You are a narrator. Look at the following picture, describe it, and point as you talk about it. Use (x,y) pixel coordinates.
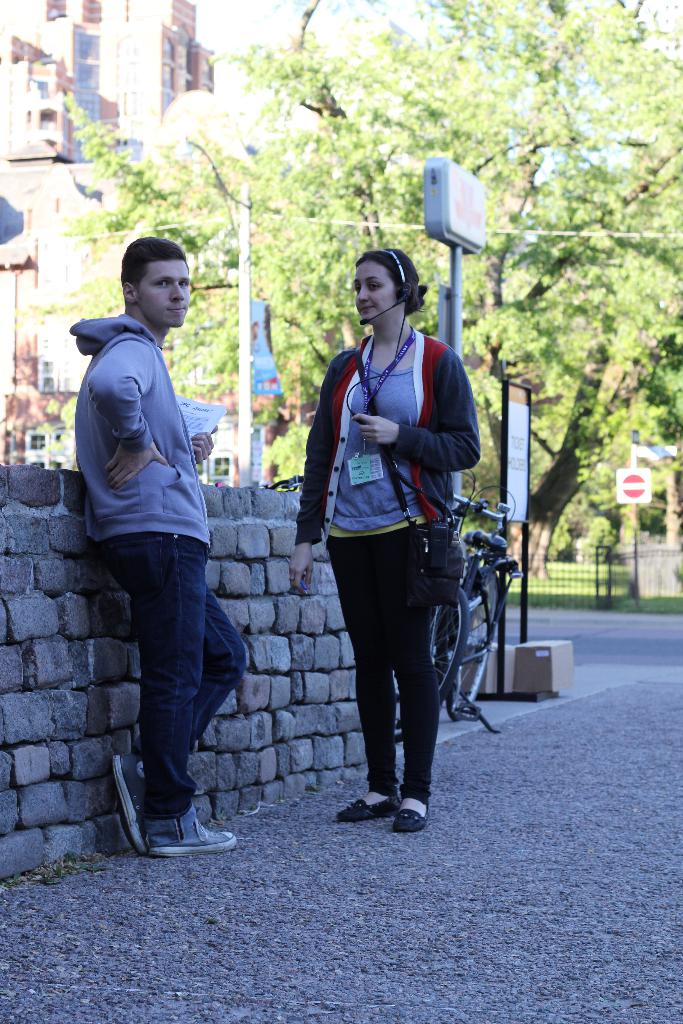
In this picture there is a woman (416,695) who is wearing jacket (426,358), t-shirt (392,385), shoe (382,804) and headphones (393,251). She is holding a cable (351,414) and purse (396,496). In front of her there is a man (167,572). He is standing near to the stone wall (62,615). Backside of them there is a bicycle (500,553) near to the board (524,489) and pole (460,267). In the background (517,337) we can see buildings (35,280), trees (623,278), street lights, sign board (641,475), fencing (609,575) and grass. At the top (607,3) there is a sky (607,3).
